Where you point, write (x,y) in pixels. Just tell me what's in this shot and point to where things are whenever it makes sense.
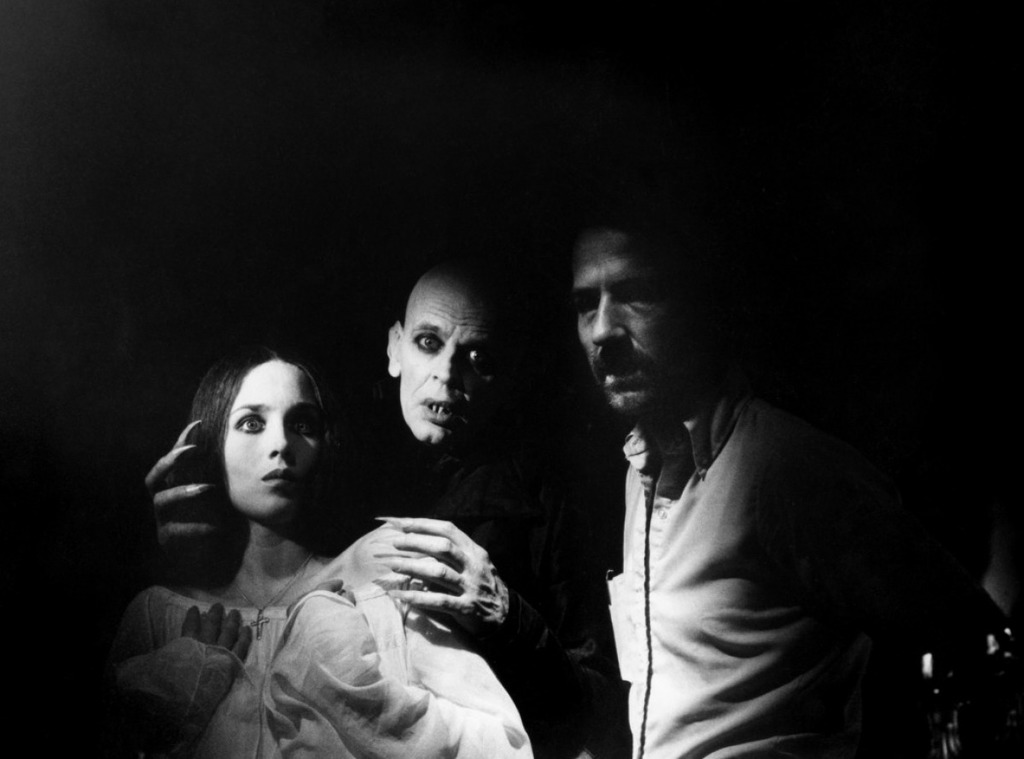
In this picture I can see there are three people (219,587) and there is a woman (211,654) on to left (334,711) and she is wearing a white shirt (335,692) and the man (487,486) next to her is wearing a black shirt (538,577) and he has long nails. There is a man (761,599) next to him and he is looking at left side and the backdrop (25,380) is dark.
